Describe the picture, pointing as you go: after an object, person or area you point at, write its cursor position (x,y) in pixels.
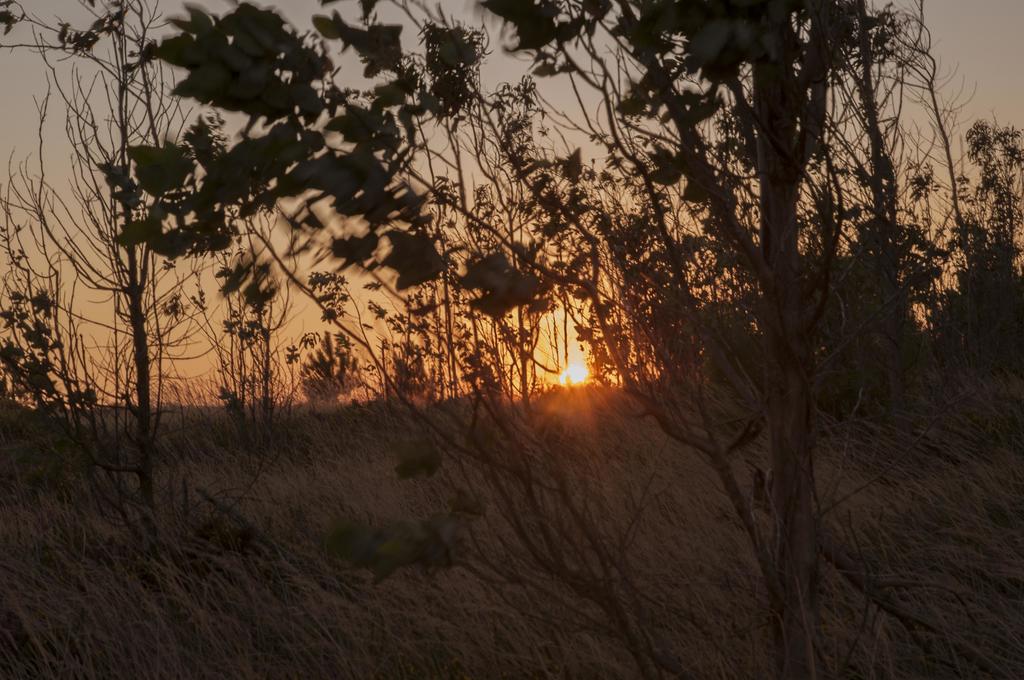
This is an outside view. In the foreground (588,594), I can see some plants (644,245). In the background (988,32). I can see the sky (968,52) along with the sun (573,372).
